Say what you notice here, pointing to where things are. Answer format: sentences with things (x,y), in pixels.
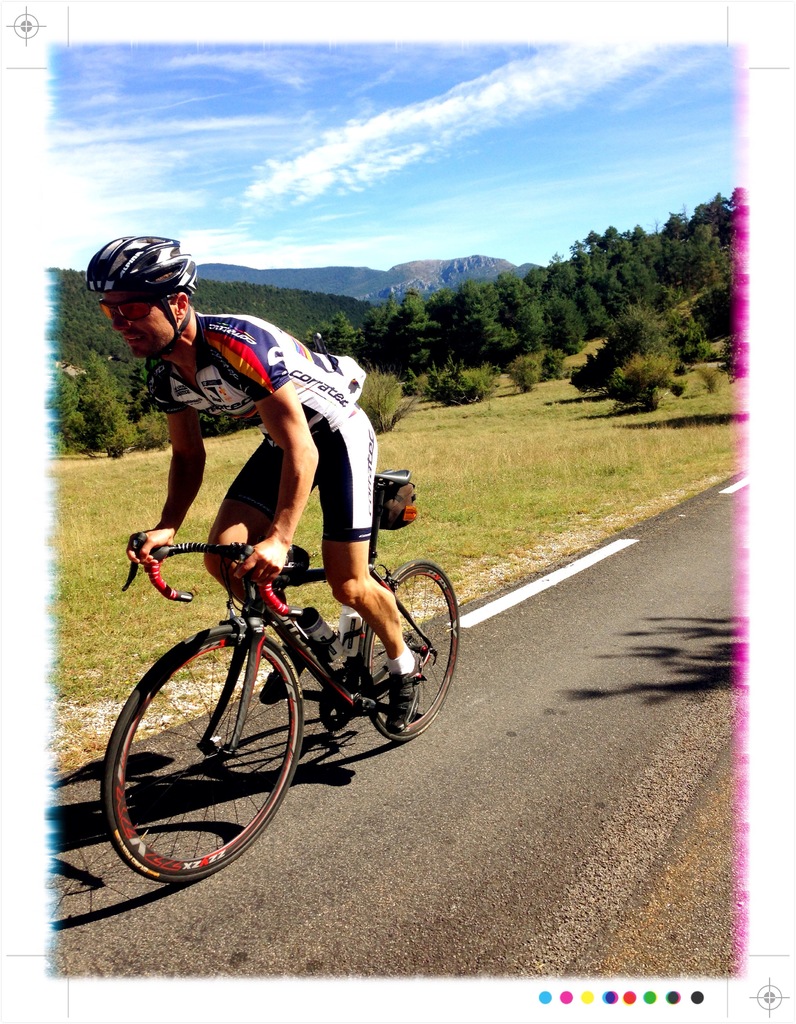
In front of the image there is a person (256,562) riding a bicycle (312,661) on the road (398,770), beside him there is grass (482,482) on the surface (503,458). In the background of the image (449,270) there are trees (289,324) and mountains (315,273). At the top of the image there are clouds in the sky (311,231).
